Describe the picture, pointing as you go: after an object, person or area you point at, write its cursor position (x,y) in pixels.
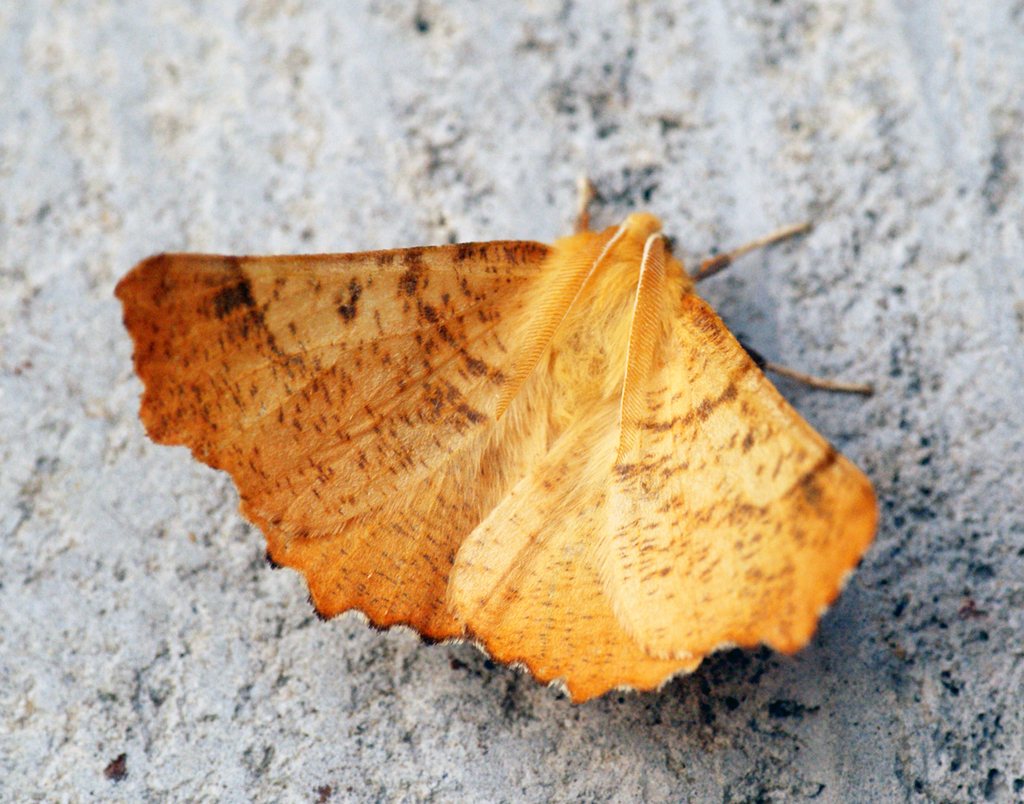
In the picture we can see a wall (65,655) on it we can see a moth (574,566) with wings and legs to it.
